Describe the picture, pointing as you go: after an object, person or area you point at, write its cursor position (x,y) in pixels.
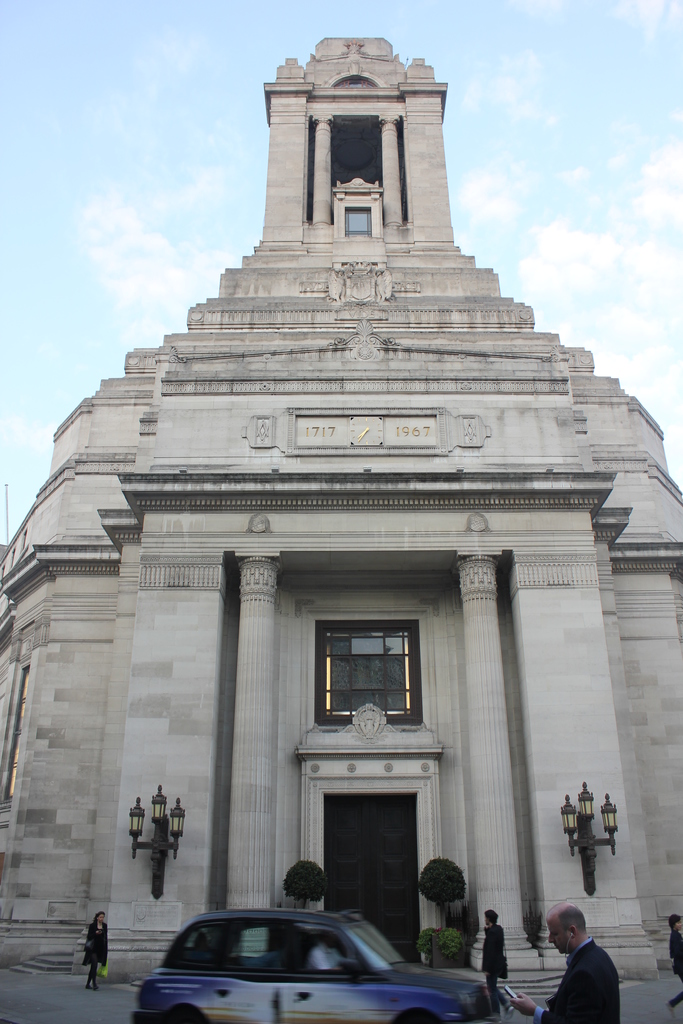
In the image, there is a car (264,945) moving from left to right side. On right side (579,962) there is a man (580,966) holding a mobile (512,996) and a person (673,927) walking. On left side (105,930) there is a woman (100,937) walking and holding a carry bag (103,973). In background (114,656) there is a building (587,656), door (371,860), street light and sky (531,303) is on top (531,169).
